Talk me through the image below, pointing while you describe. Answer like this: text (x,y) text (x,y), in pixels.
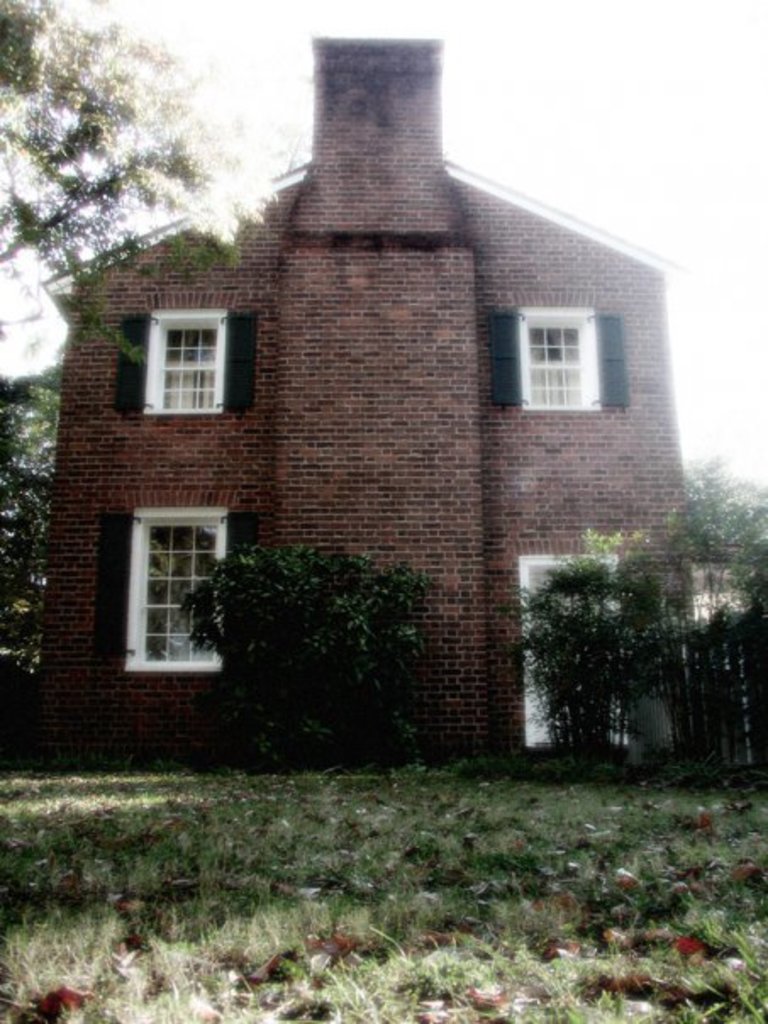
In the center of the image (456,652) there is a building (435,660). At the bottom (235,955) we can see grass (274,934). In the background (20,500) there are trees (0,515) and sky (620,77).
